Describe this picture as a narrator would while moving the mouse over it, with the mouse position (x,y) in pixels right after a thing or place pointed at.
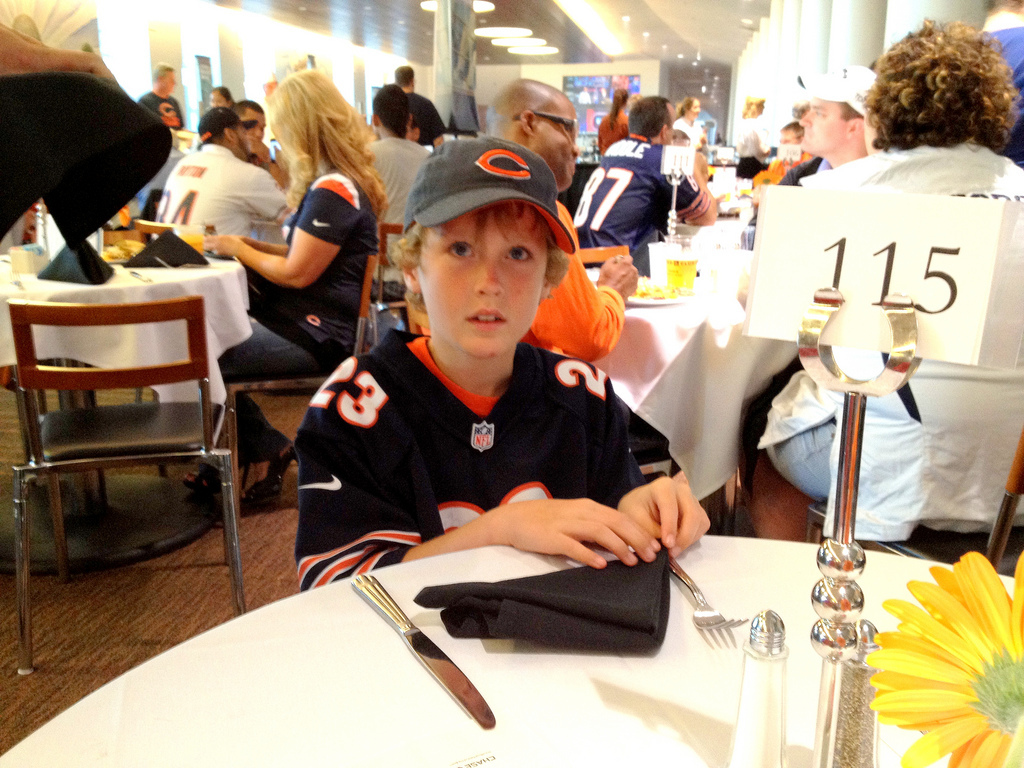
There is a boy (450,450) wearing a black t shirt (449,453), sitting in front of a table (363,730), placing his hands (561,525) on it. In front (545,618) on the table (713,638), there is a black, cloth (554,608), knife (450,683) and a fork (705,620). We can see here a table number 115 (867,334) and a flower (935,678). He is wearing a cap (461,191). In the background (244,193) there are many people (258,196) sitting at their respective tables (742,264) and eating their food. We can observe a pillar (460,49) and ceiling lights (500,29) here.
